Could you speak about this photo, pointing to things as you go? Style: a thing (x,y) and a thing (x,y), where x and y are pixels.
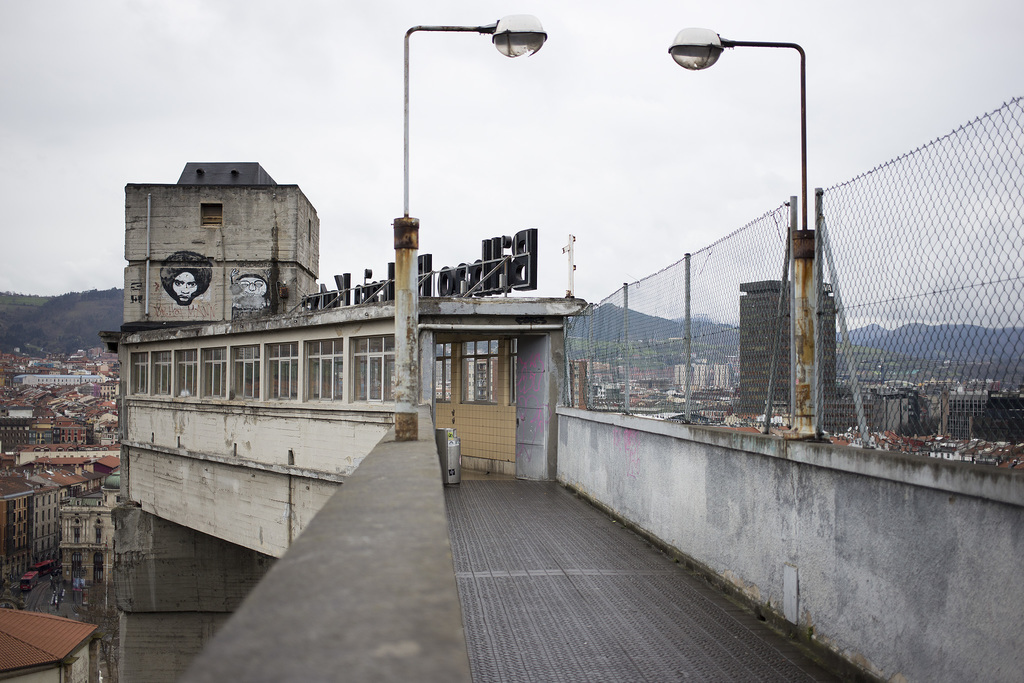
In this picture I can see there is a building (317,274), it has a name plate (495,274), there is a fence (612,298) at right side (718,394) and there are poles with lights (691,38) and there is a street (48,581) visible at left side (43,593) and there are few more buildings (56,420) and there are mountains (585,321) in the backdrop (716,329), they are covered with trees (24,321) and the sky (277,96) is cloudy.
